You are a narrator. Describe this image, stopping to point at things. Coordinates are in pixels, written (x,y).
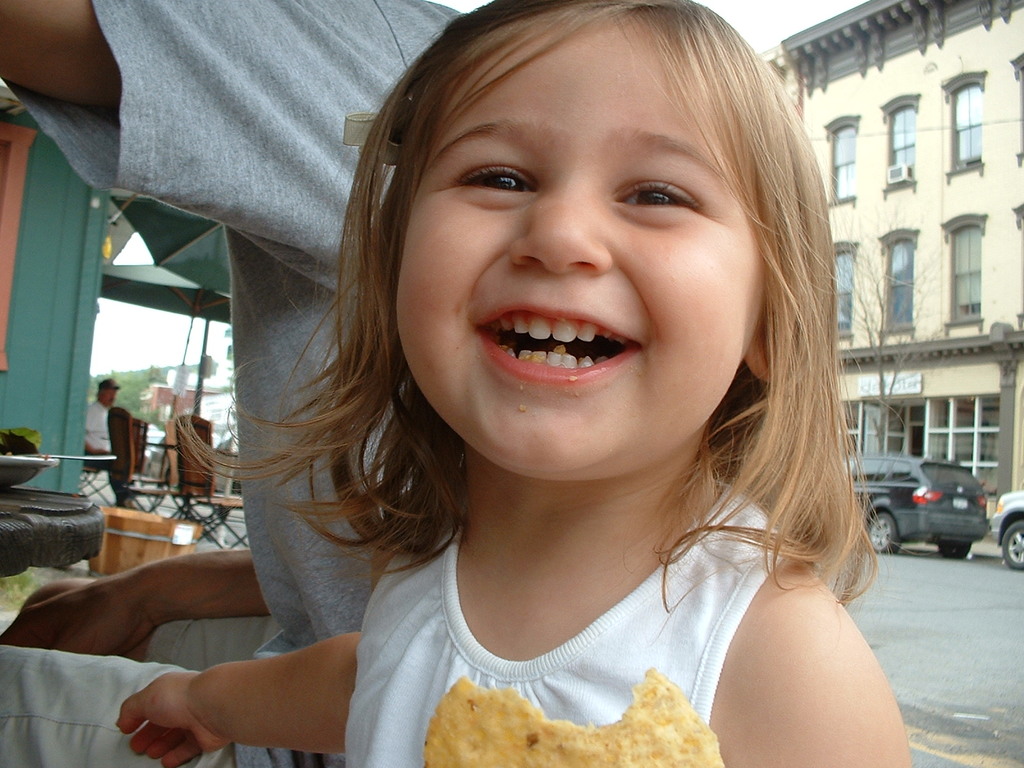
In this image we can see a child (493,355). Near to the child (532,331) there is a person (299,293). At the bottom (538,745) there is a food item (554,735). In the back (938,487) we can see vehicles (942,533) on the road (893,578). Also there are trees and building (846,293) with windows (890,271). Also we can see chairs (144,441) and an umbrella (186,280) with a pole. Also there is a person (91,427) sitting on chair (107,470).
